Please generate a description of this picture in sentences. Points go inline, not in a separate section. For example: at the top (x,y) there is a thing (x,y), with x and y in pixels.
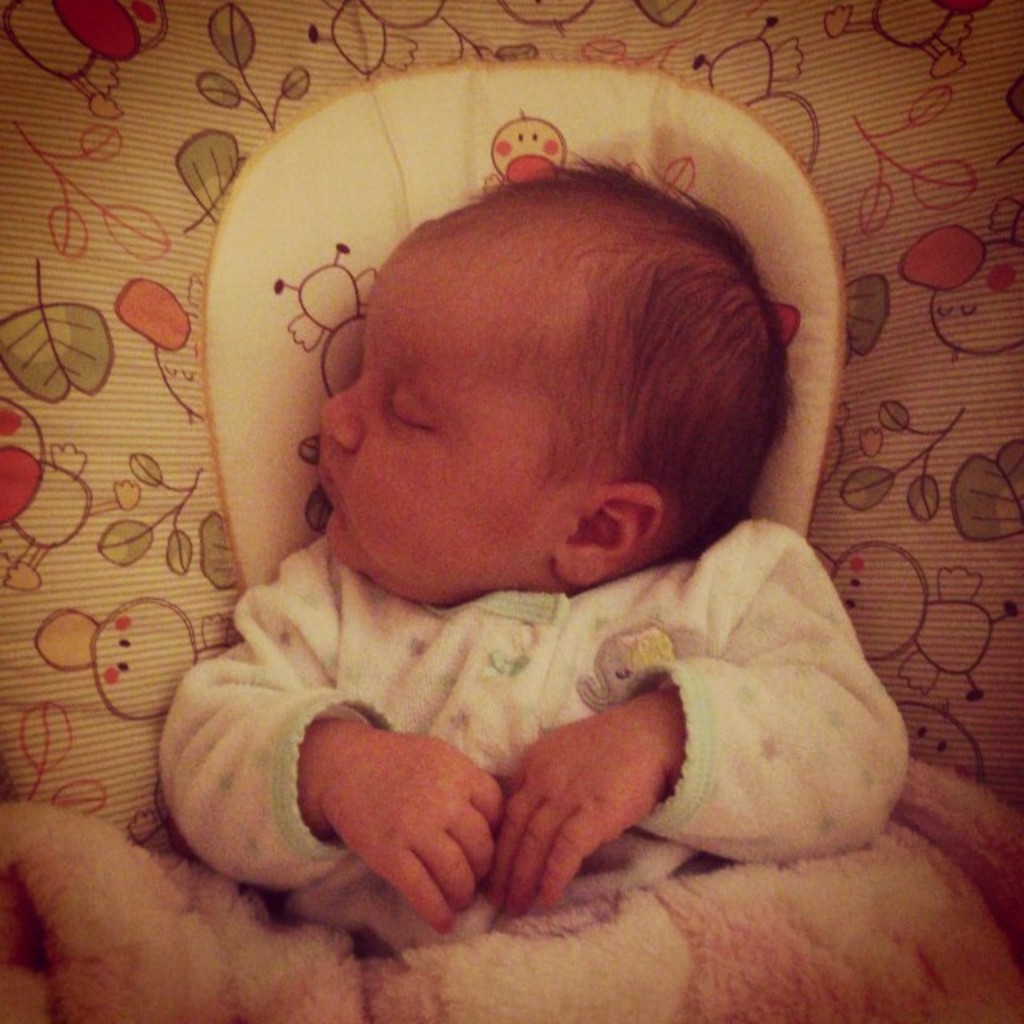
The baby (454,459) in white dress (543,690) is sleeping on the bed (825,479). At the bottom of the picture (589,919), we see the blanket (619,931).
